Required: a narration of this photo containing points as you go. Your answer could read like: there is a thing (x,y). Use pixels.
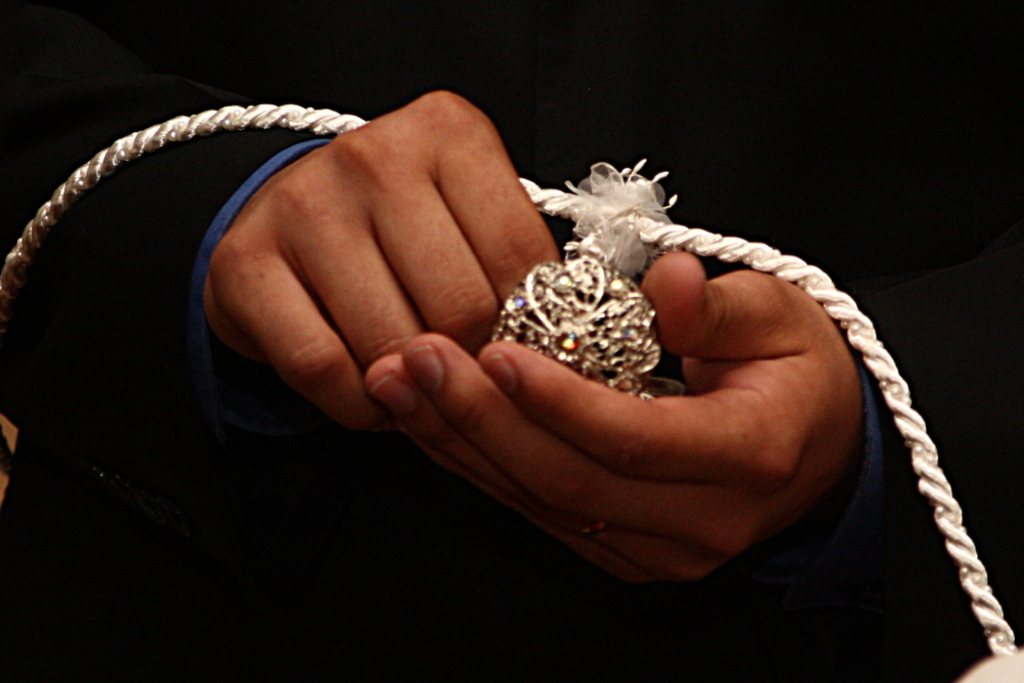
There is a person (501,341) in the center of the image (494,327), it seems like holding a locket (556,324) in his hands (465,290).
